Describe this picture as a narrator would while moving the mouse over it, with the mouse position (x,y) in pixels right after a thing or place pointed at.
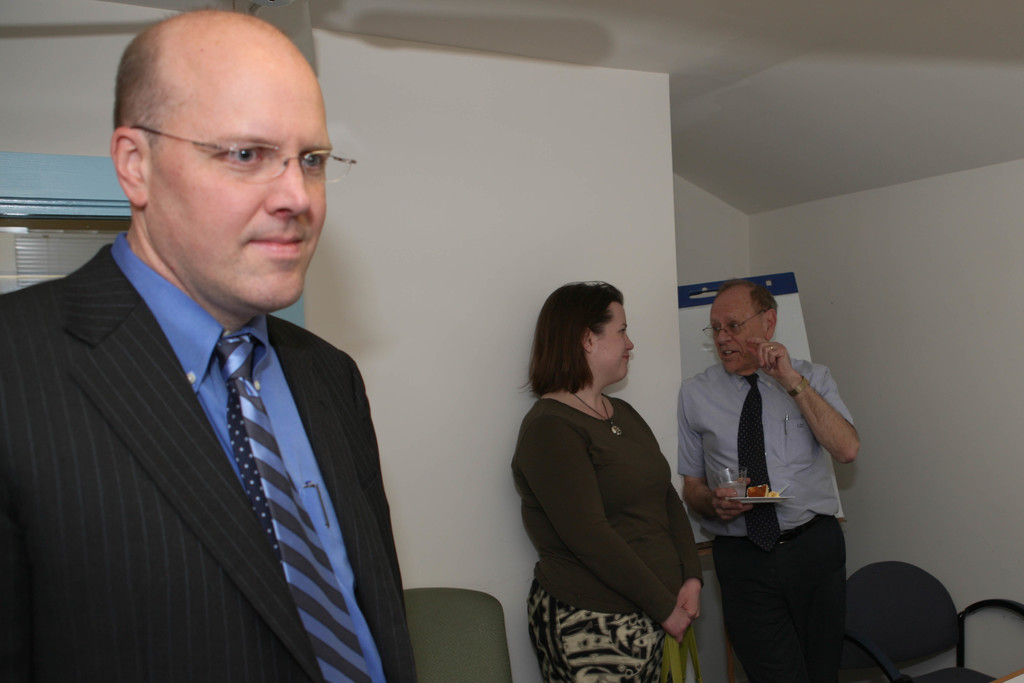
In the image we can see there are people (565,519) standing and there are chairs (852,644) kept on the floor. Behind there is a person (750,508) holding plate (746,503) in which food items (767,488) are kept and there is banner (699,324) kept on the floor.
